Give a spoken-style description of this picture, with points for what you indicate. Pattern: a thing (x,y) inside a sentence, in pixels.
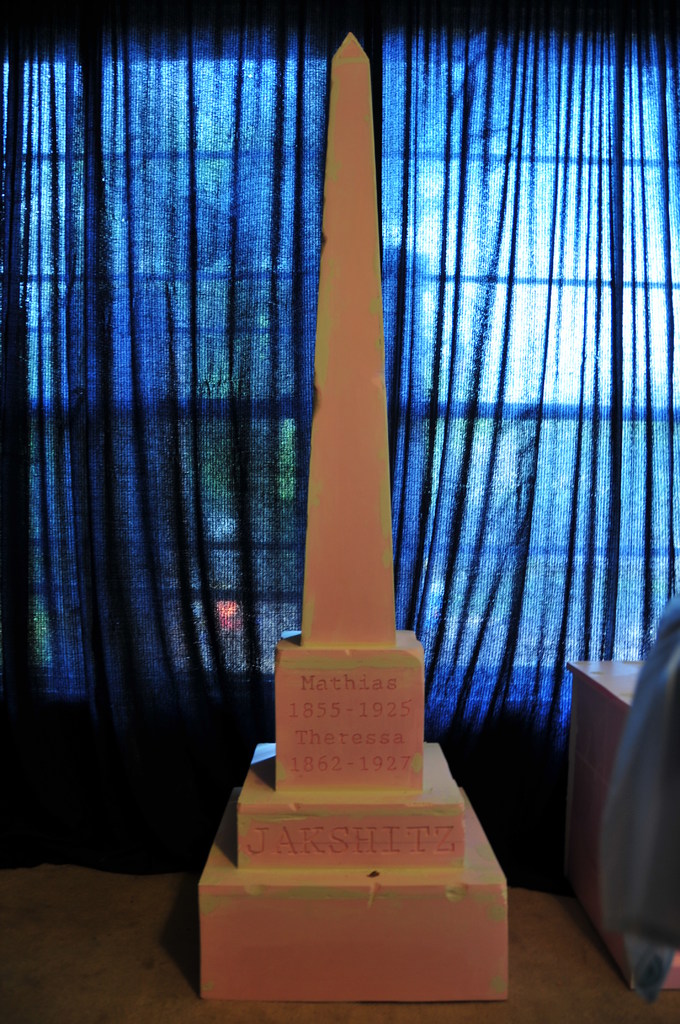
In this image we can see a pillar (358,410) on a stand (357,684). On that something is written. In the back (499,478) there is a curtain (185,287).
